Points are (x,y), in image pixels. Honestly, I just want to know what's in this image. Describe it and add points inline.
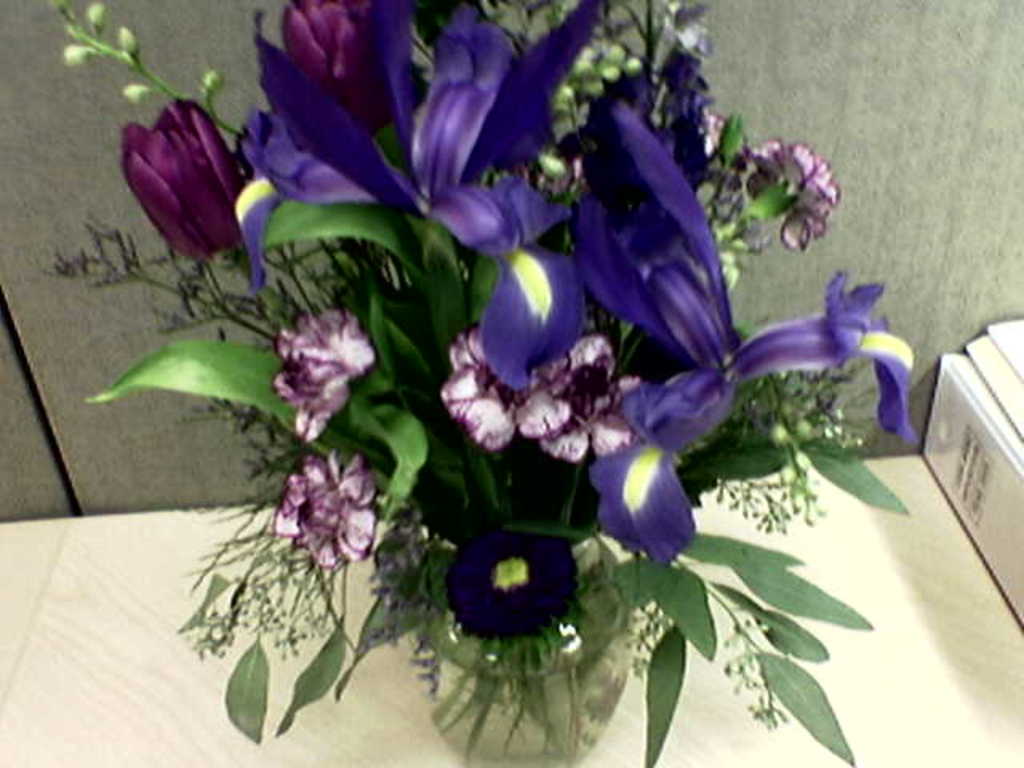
In this image there is a table (31,597) and we can see a flower vase (515,674) containing leaves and flowers (487,555) placed on the table (705,683). In the background (787,134) there is a wall (769,110).
